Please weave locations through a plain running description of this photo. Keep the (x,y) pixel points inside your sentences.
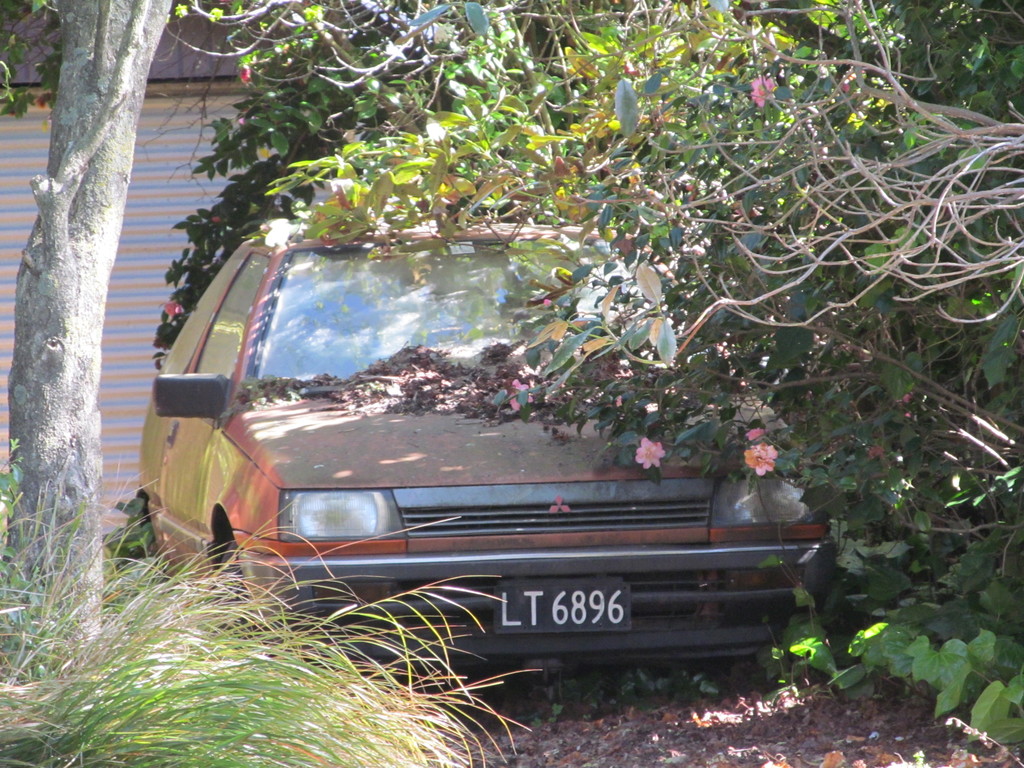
In this picture we can see a vehicle (650,581) on the ground (698,674) and in the background (956,545) we can see trees (998,513), flowers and a shutter (7,336).
